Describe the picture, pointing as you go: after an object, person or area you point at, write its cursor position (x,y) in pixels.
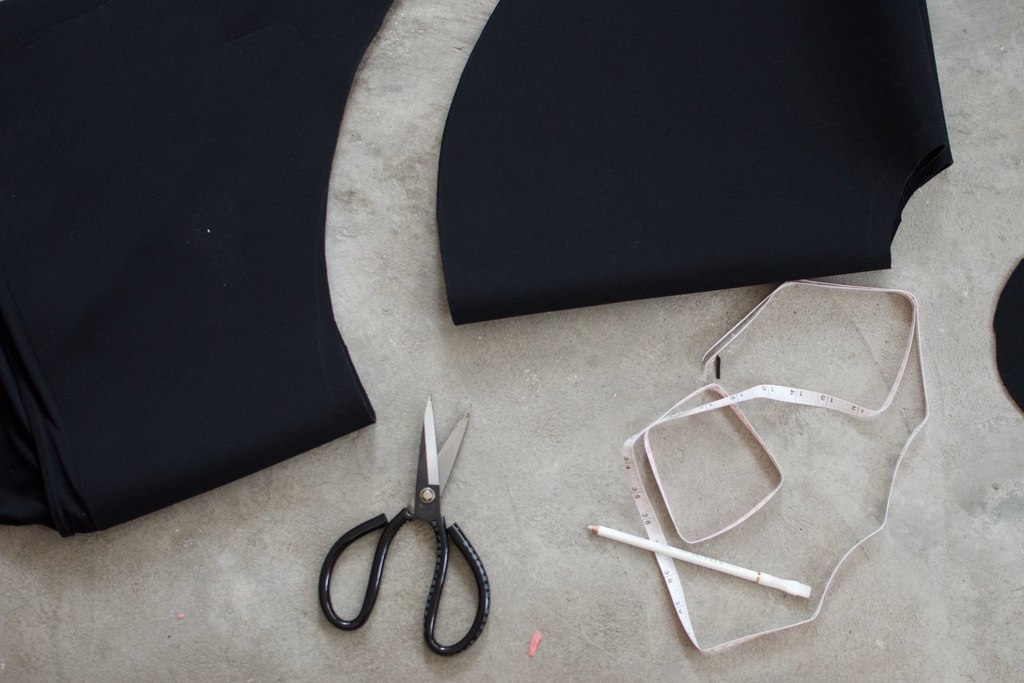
In this image we can see scissors (479,603), pencil (754,575), measuring tape (778,460) and clothes (599,265) on the floor (392,479).
